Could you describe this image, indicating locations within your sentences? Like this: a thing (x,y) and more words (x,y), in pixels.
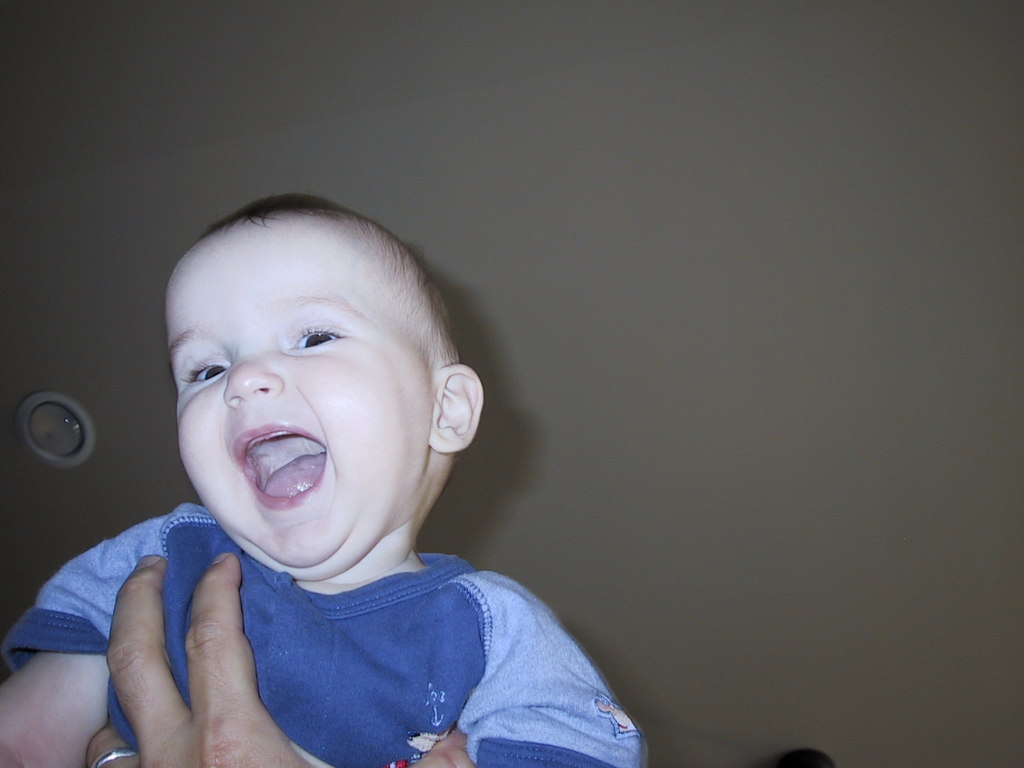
In the image there is a kid (295,455) in blue t-shirt (387,703) smiling with a hand (217,766) in front of him and above its ceiling (232,102).
